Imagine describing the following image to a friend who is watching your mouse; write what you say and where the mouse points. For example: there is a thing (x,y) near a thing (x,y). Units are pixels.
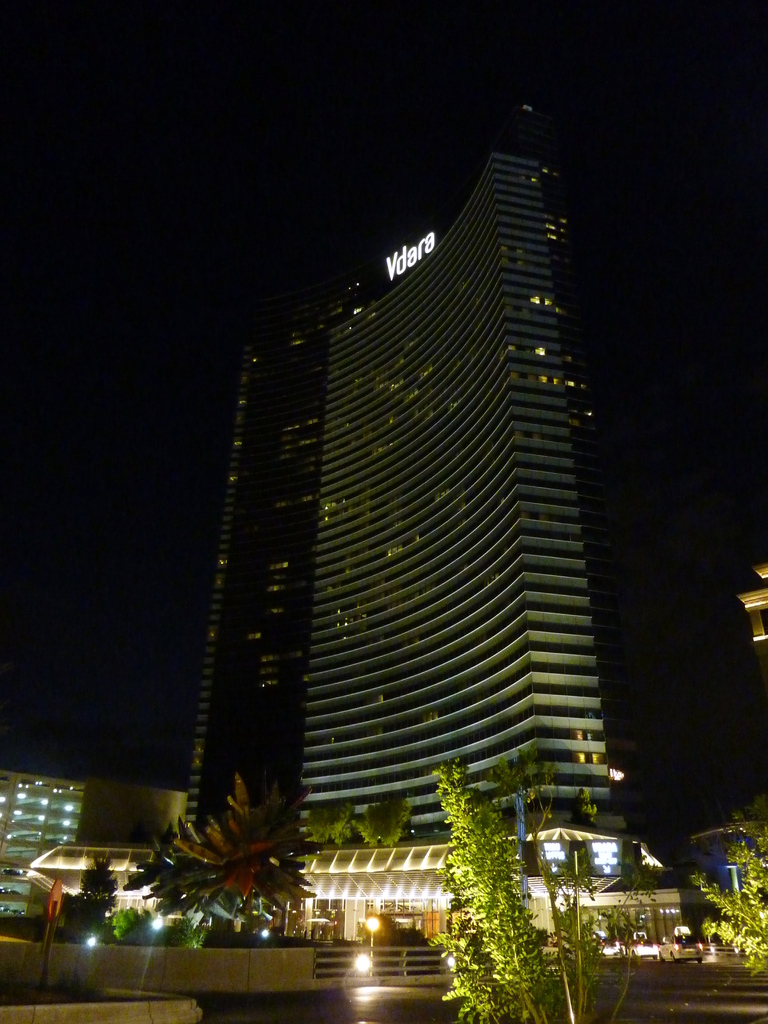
In the foreground (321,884) I can see a pole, trees (461,951), fence (332,970), lights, vehicles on the road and buildings (382,609). In the background (27,740) I can see the sky (326,167). This image is taken during night.
